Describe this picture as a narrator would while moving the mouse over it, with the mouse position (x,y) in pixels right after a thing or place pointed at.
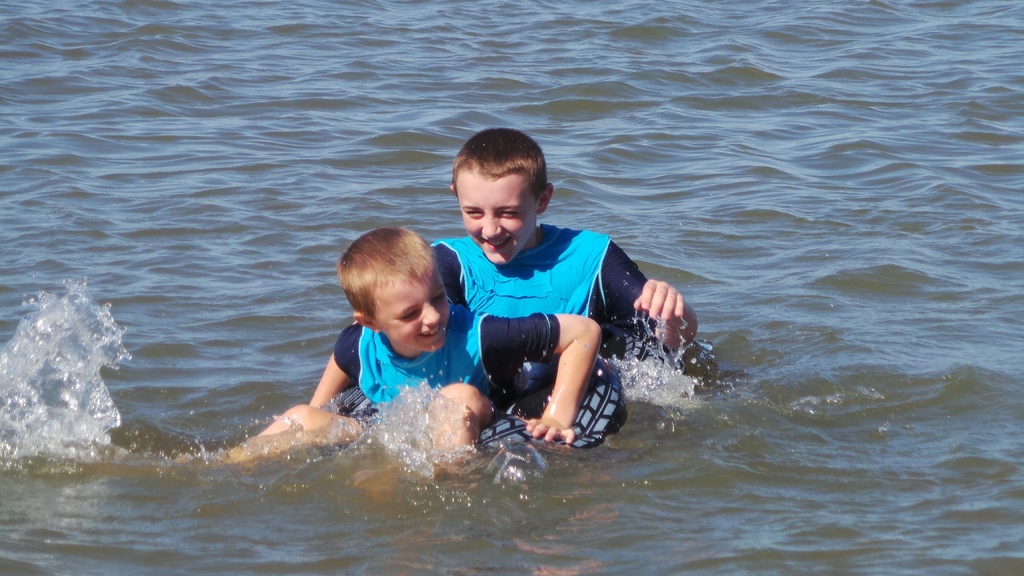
In the center of the image (454,323) we can see kids (503,350) playing in the water (143,473).
